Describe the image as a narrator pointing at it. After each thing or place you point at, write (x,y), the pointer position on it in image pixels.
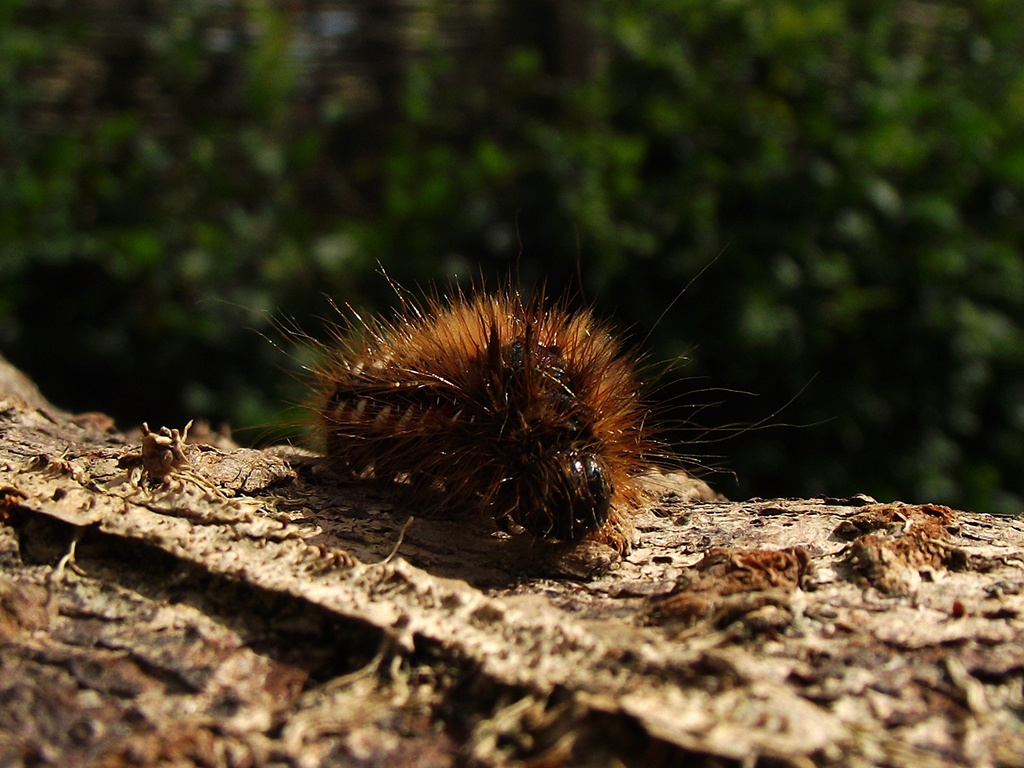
In the foreground of this image (623,405), there is an insect (573,426) on a wooden surface (471,653). In the background (490,102), there is greenery (399,102).
